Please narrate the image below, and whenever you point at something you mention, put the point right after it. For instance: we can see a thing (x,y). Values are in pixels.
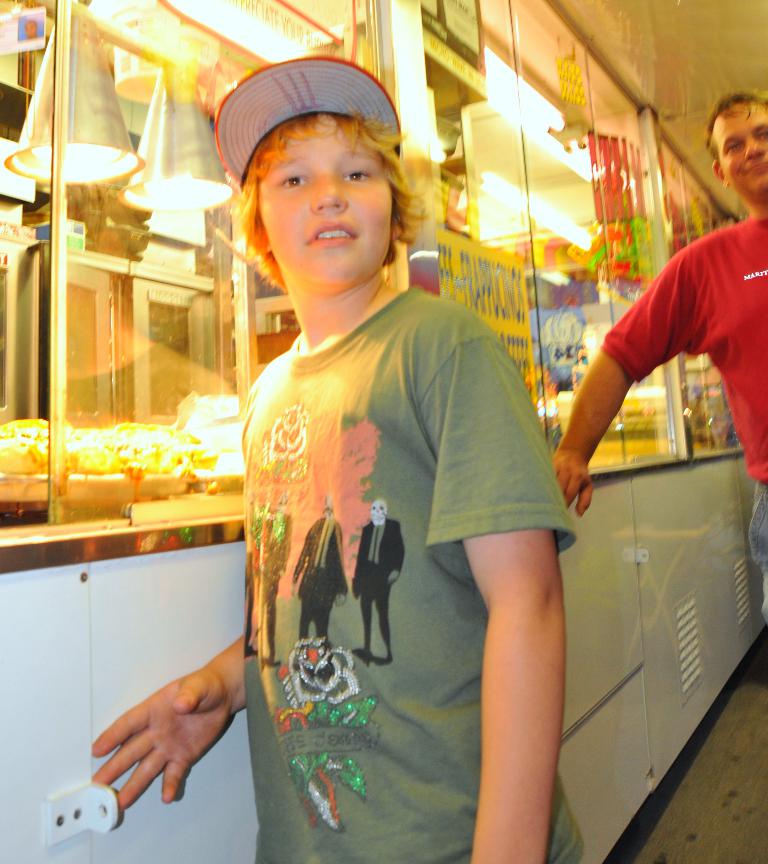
In this picture, we can see a boy (469,825). On the right side (712,235), we can see a man (750,239) wearing a red color shirt (761,303). On the left side (187,320), we can see glass door (162,366), in the door (171,416), we can see some food items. On the top (559,8), we can see a roof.
